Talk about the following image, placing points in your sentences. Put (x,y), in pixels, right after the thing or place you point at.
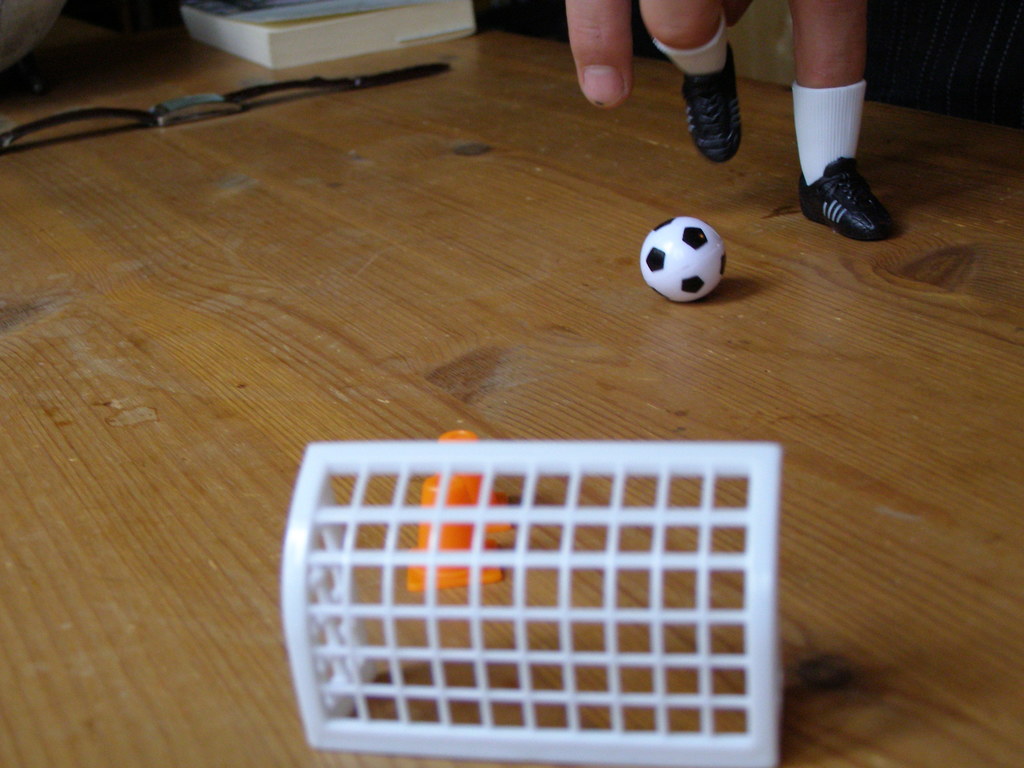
Here I can see a table (262,309). At the top of the image (617,57) I can see a person's hand (701,36). To the two fingers (682,36) I can see the shoes (705,90) and socks (816,106). On the table (659,346), I can see a ball (667,266), two toys (450,497), watch (206,102) and a book (307,23).
